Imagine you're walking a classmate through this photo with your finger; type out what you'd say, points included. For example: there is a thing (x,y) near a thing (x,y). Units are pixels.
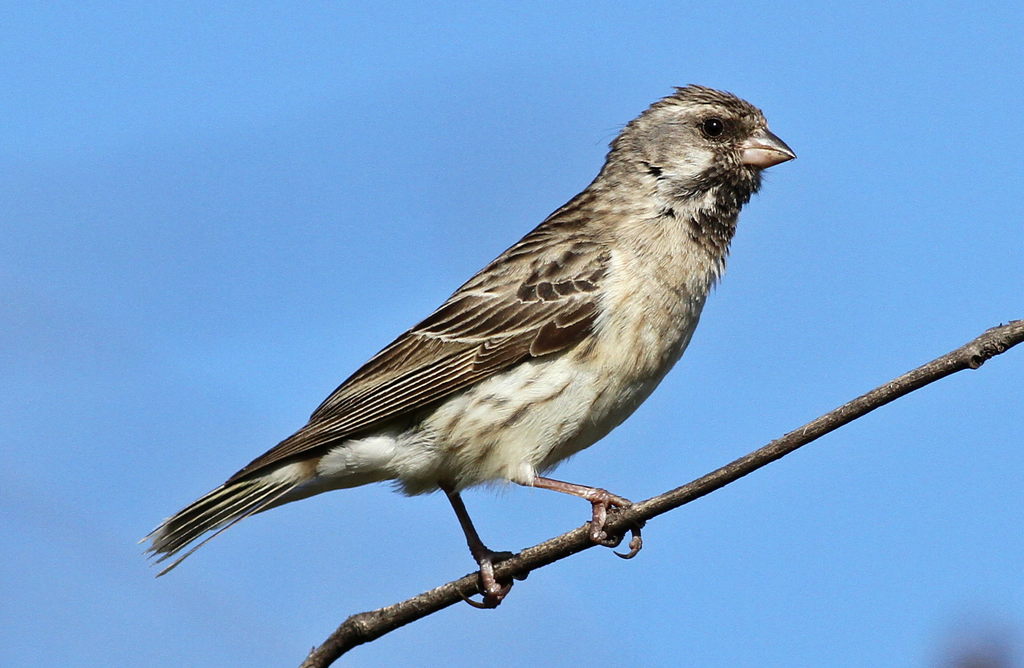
In this picture we can see a bird (502,333) is standing on the branch (563,556). Behind the bird (622,317) there is the sky (187,279).
